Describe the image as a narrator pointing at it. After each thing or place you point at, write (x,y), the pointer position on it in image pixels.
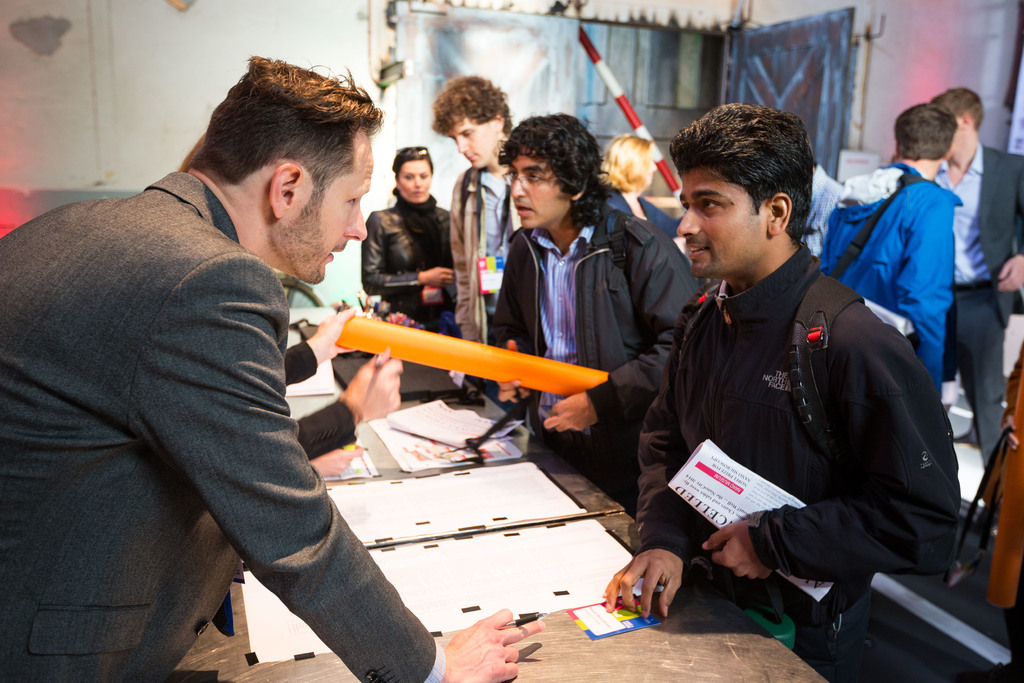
In this image we can see many people (707,335). There are tables (603,645). On the tables (602,665) there are papers (450,454) and some other items (440,381). Some people (605,457) are holding something in the hand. In the background (422,50) there is a wall (218,42). Also there is a rod (621,100).
